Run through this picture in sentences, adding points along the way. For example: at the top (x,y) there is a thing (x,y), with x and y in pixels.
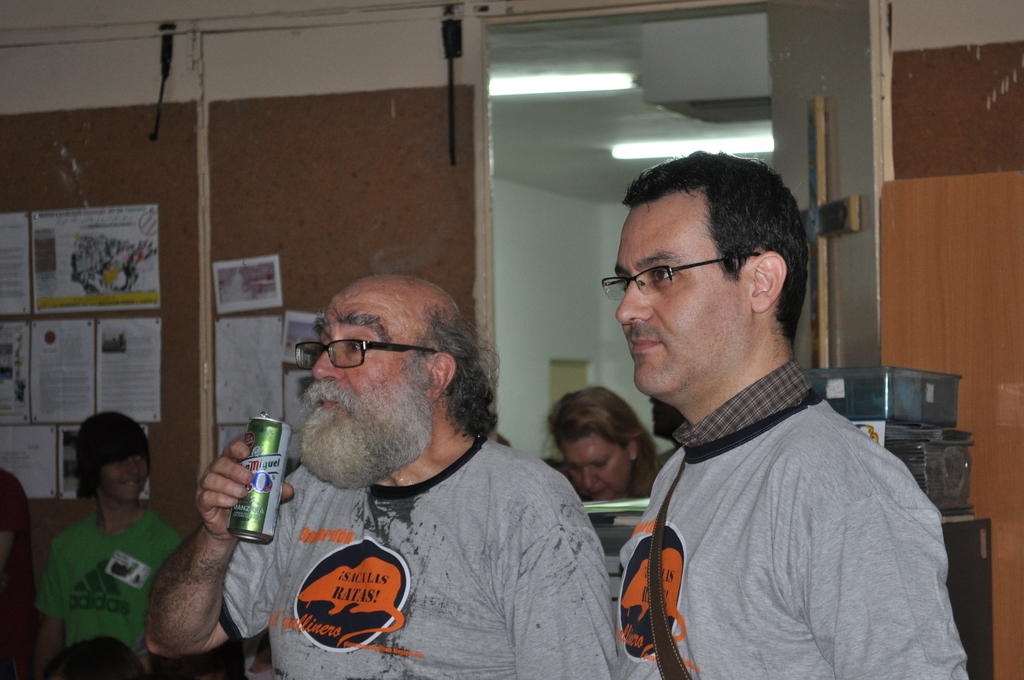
In this image in the front (739,489) there are persons (739,489) standing. In the background (80,487) there are persons (98,547) and on the wall (292,263) there are posters (80,305) with some text (99,305) written on it. On the right side (932,453) there are objects (953,497) which are black in colour and there is a door (964,279), in the background (575,81) on the top (551,84) the lights (586,90) in the front (415,606) on the left side (280,624) is a man (417,544) standing and drinking.
